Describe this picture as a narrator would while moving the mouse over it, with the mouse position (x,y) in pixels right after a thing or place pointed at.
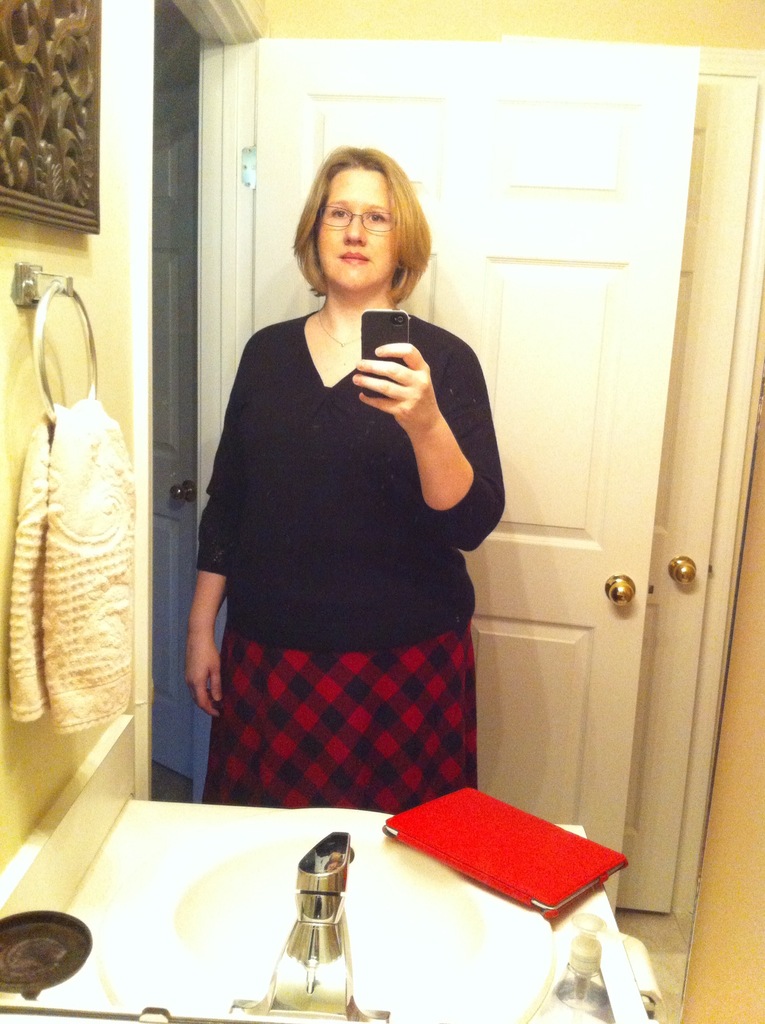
In this picture we can see a woman (392,568), she is holding a mobile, in front of her we can see a sink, cloth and some objects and in the background (555,565) we can see a wall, door (579,584).
